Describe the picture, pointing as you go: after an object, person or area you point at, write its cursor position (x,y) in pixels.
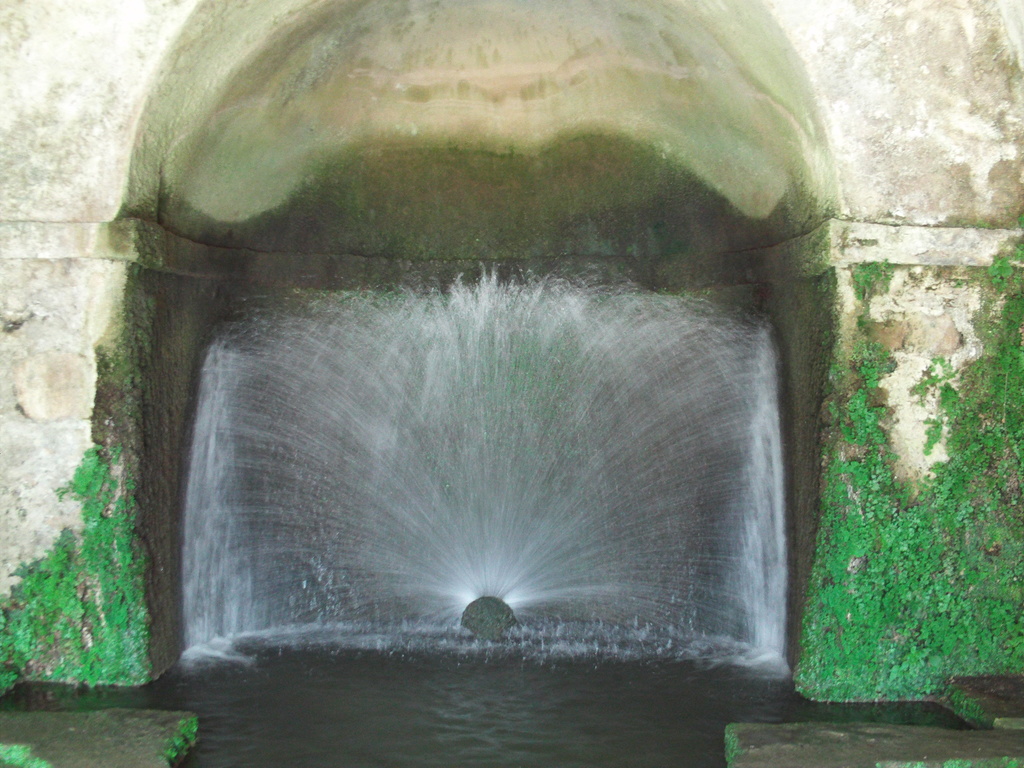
There is an arch shaped wall (620,136). Near to that there is a fountain (494,623). From that water (457,559) is sprinkling. On the wall (142,599) there is green algae (895,562).
